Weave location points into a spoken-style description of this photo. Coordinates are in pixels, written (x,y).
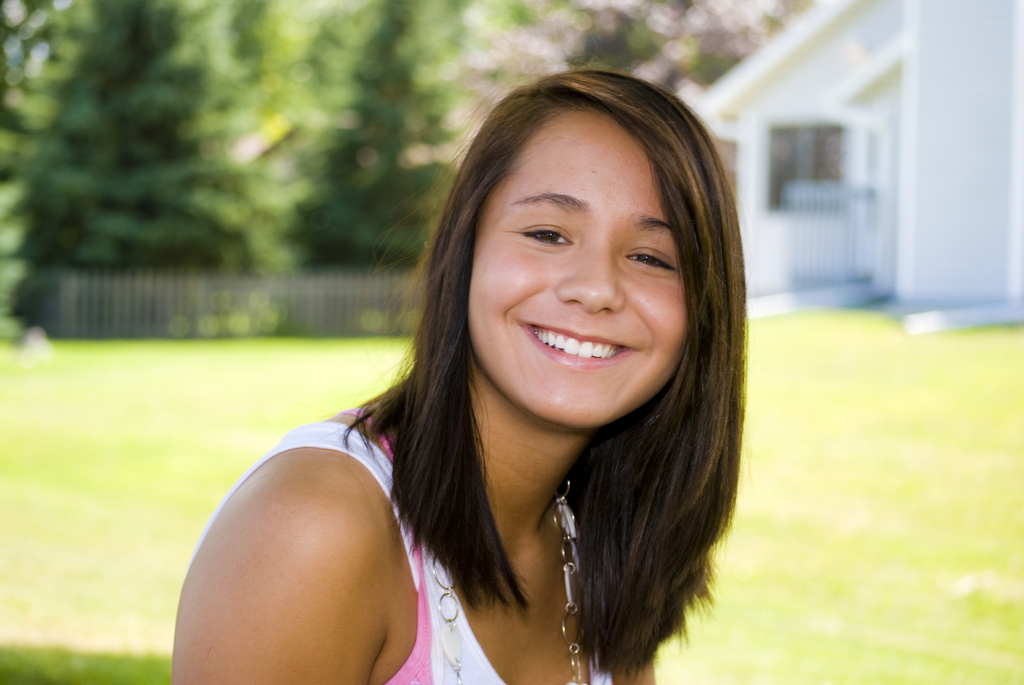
In this image I can see the person (377,571) with the white and pink color dress (425,668). In the background (377,294) I can see the building (758,142), railing (305,320) and many trees (274,184). And the background (156,220) is blurred.
